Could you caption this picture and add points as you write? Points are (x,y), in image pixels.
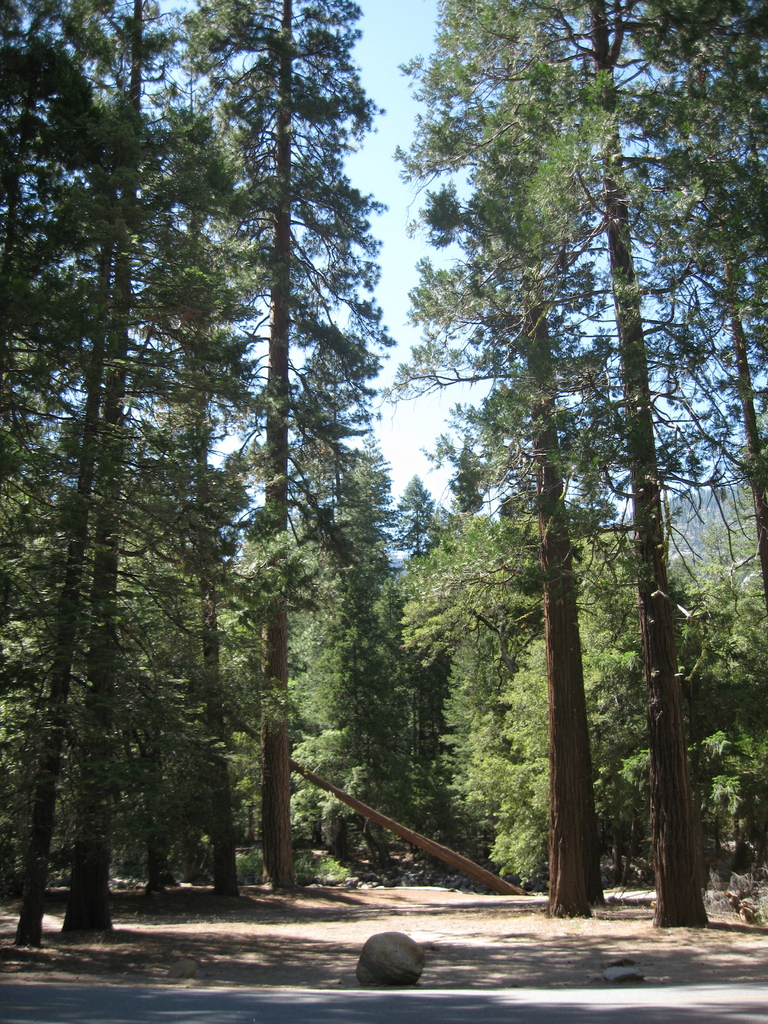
At the bottom (163,1002) there is a road (163,1002). Near to that there is a stone (391,961). In the back (333,624) there are trees (335,464) and sky (404,198).
